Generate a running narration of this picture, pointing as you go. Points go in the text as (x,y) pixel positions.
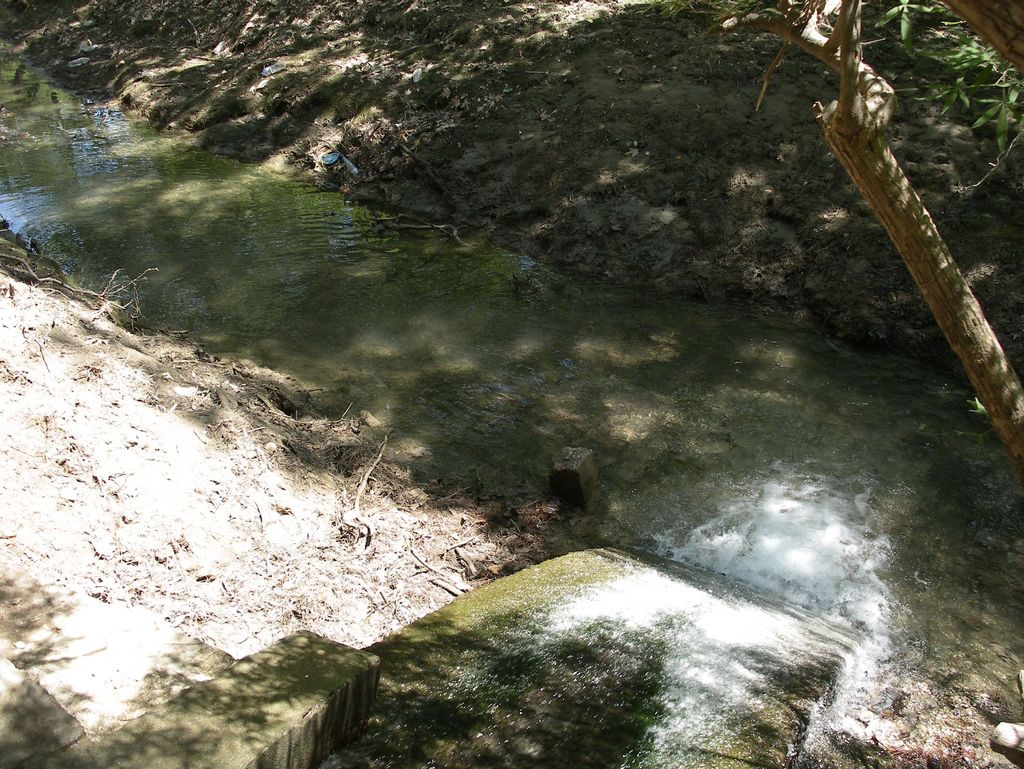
In the foreground of the image (448,731) we can see a slider (505,695) on which some water body (516,680) is flowing. In the middle of the image (437,297) we can see water body (447,413) and a branch (959,348) of the tree (996,348). On the top of the image (613,92) we can see mud (676,145).
